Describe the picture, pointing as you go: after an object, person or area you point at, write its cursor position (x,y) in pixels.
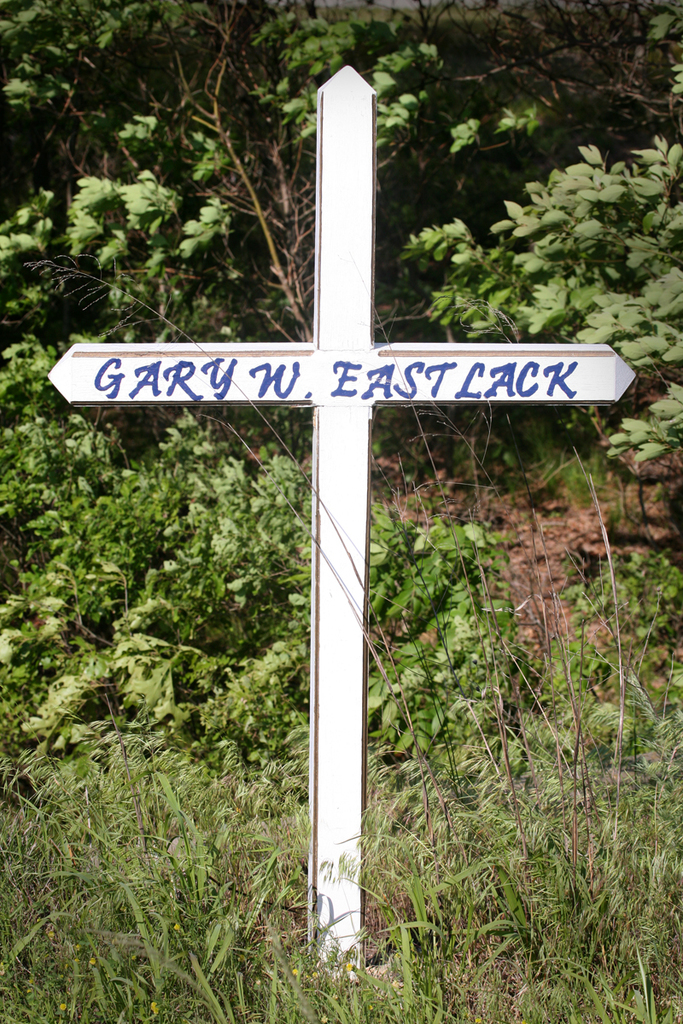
In the picture I can see a cross (354,801) which has something written on it. In the background (436,680) I can see the grass (251,955) and plants (273,653).
